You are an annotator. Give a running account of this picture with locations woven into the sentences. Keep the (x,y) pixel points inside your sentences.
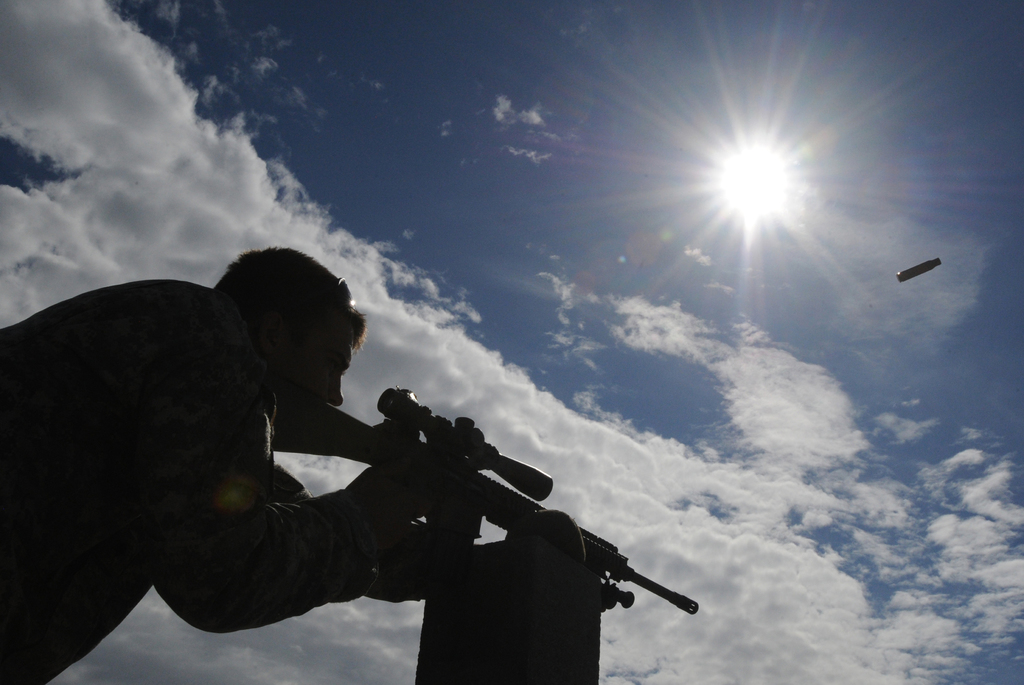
On the left side (192,343), the man (207,448) in the uniform (224,489) is holding a rifle (428,459) in his hands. In front of him, we see something which looks like a cement pillar (539,624). On the right side (925,261), we see an object (939,261) and it looks like a bullet (904,275). In the background (448,260), we see the sun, the clouds (681,524) and the sky (519,241).
